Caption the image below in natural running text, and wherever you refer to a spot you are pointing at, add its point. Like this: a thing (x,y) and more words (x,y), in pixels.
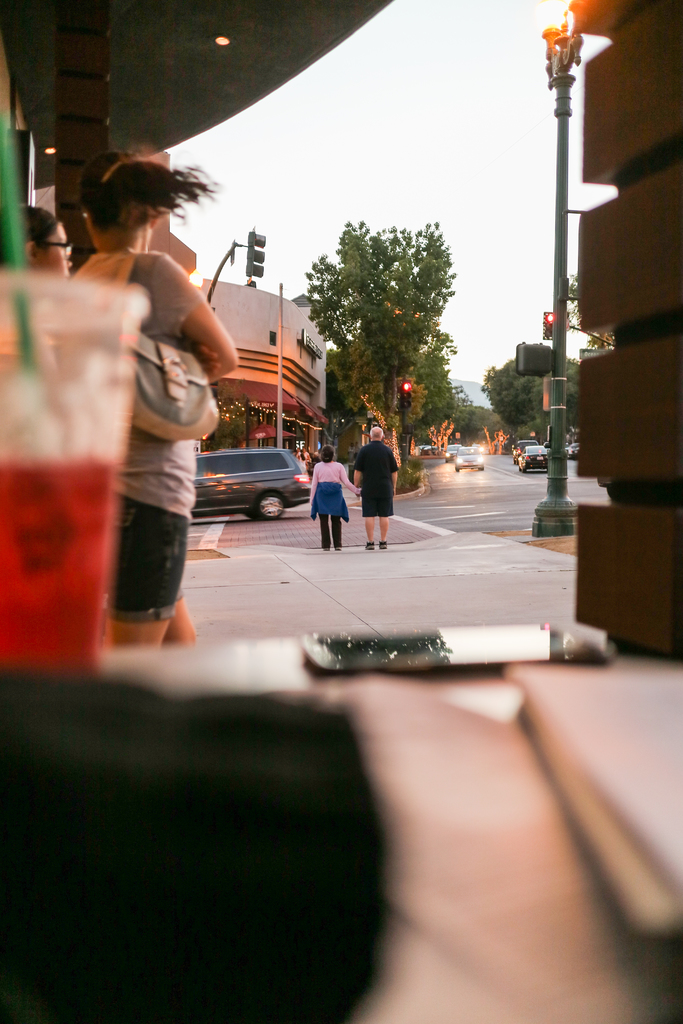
In this image we can see a few people (209,369), there are some vehicles (273,509) on the road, light poles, signal lights (256,235), trees (433,326), buildings (257,353), ceiling light (225,41), also we can see the sky (431,176).
